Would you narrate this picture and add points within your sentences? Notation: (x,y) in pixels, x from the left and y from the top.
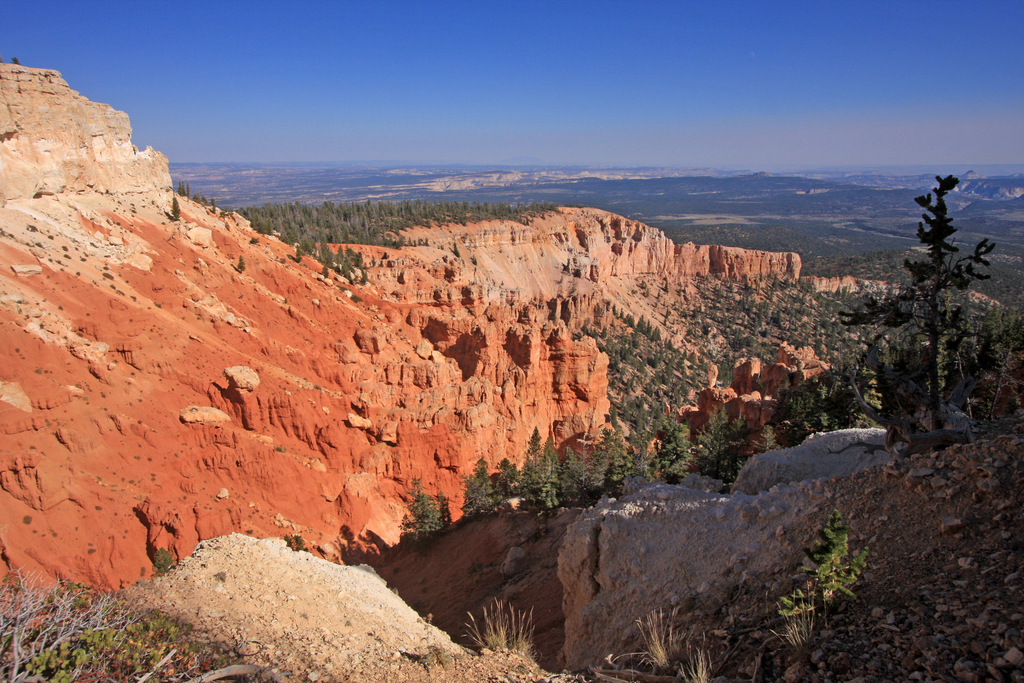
In this image we can see some mountains (310,444) which are red in color, there are some trees (924,280) and in the background of the image (845,65) there is clear sky (451,108).
